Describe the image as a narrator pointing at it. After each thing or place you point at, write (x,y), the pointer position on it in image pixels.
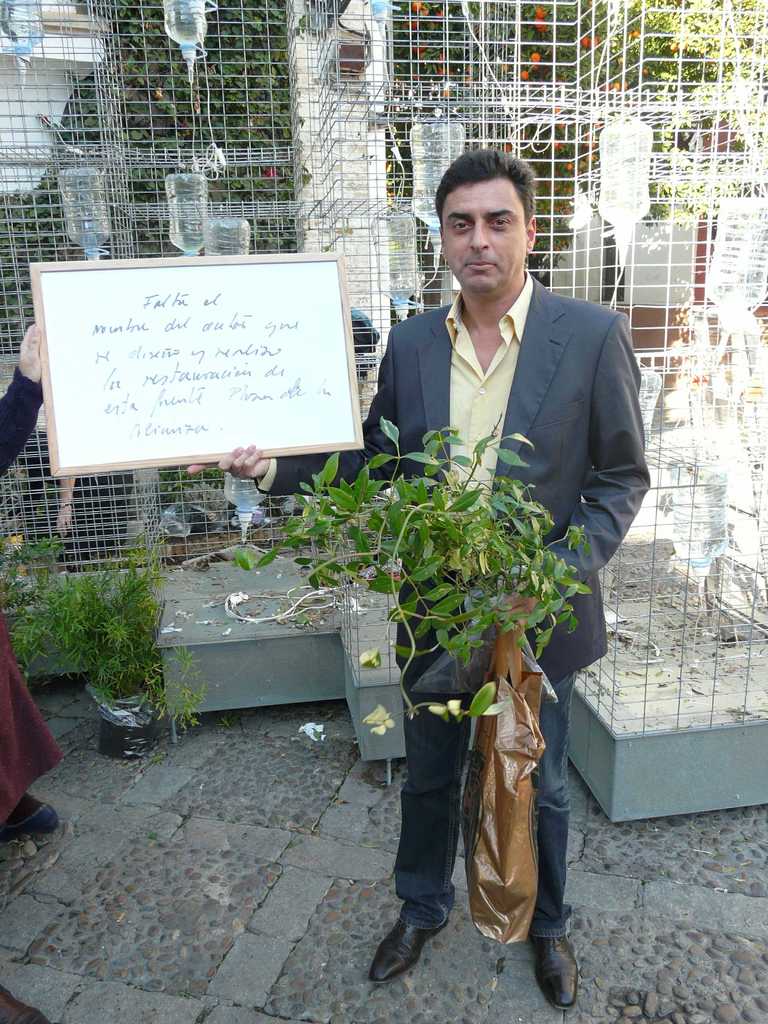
In this picture I can see the plants (455,488). I can see a person (460,403) standing on the surface (451,931). I can see the board (216,350). I can see metal grill (412,182). I can see trees (476,56) in the background (502,29). I can see the bottles (403,250).
